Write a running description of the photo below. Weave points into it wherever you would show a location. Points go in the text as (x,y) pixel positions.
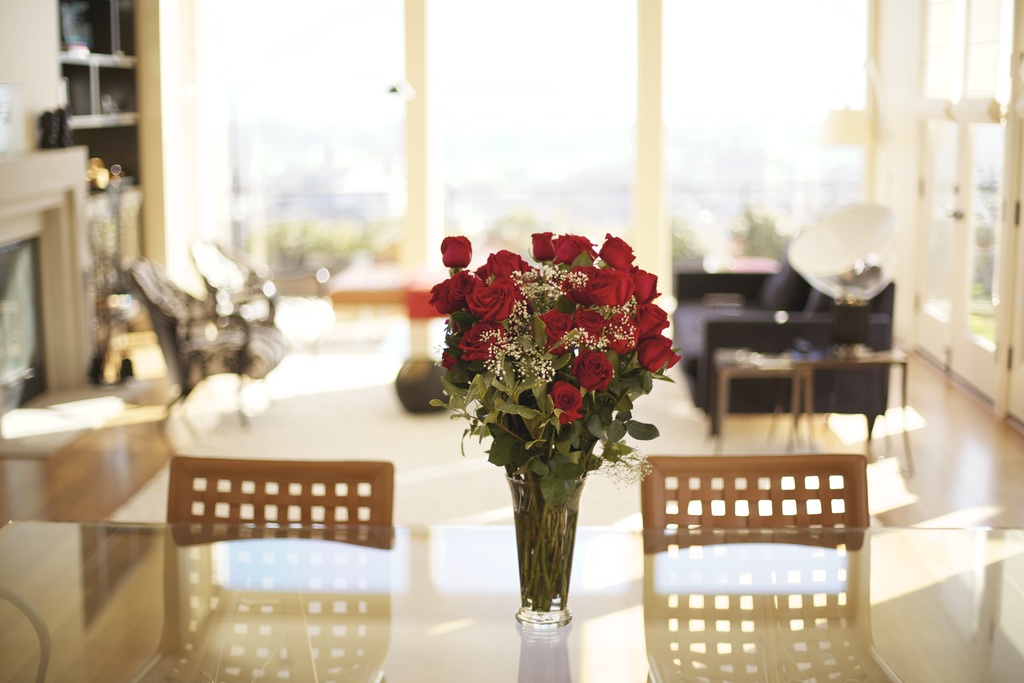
The image is inside the room (759,404). In the image on right side (737,276) there is a couch (763,278), in middle of the image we can also see a table (566,677). On table (545,645) we can see a flower pot (552,524) with some flowers (590,364), chairs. On left side (103,151) we can shelf (60,63) and a wall (22,45) which is in cream color, in background (346,4) there is a glass door (598,73) which is closed.
